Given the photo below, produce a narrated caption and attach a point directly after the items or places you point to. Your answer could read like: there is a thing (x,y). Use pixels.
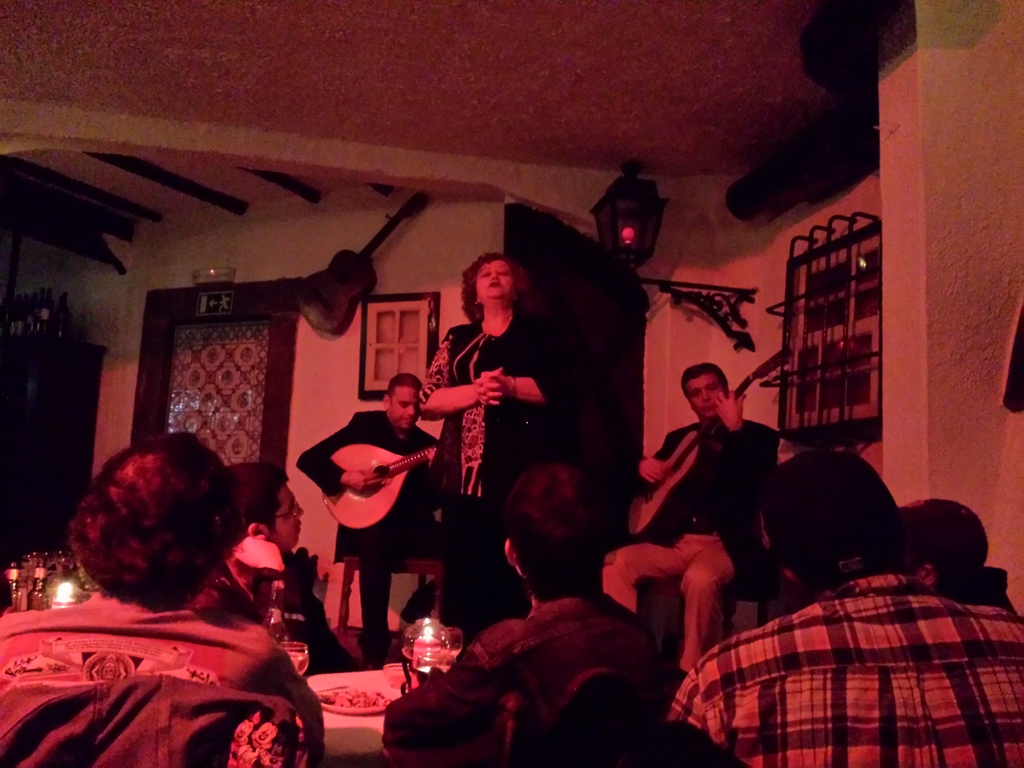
In this image inside a room (396,584) there are many people (623,606) sitting on chairs (744,620). Here there is a lady (488,348) singing. Two persons (426,471) are playing guitar (384,454) over here. On the table (370,724) there are food (358,704), candles (54,603), bottles (40,578). Here there is a guitar (341,280) on the wall (358,356). This is a window (264,340). Here there are few other bottles (48,313).
